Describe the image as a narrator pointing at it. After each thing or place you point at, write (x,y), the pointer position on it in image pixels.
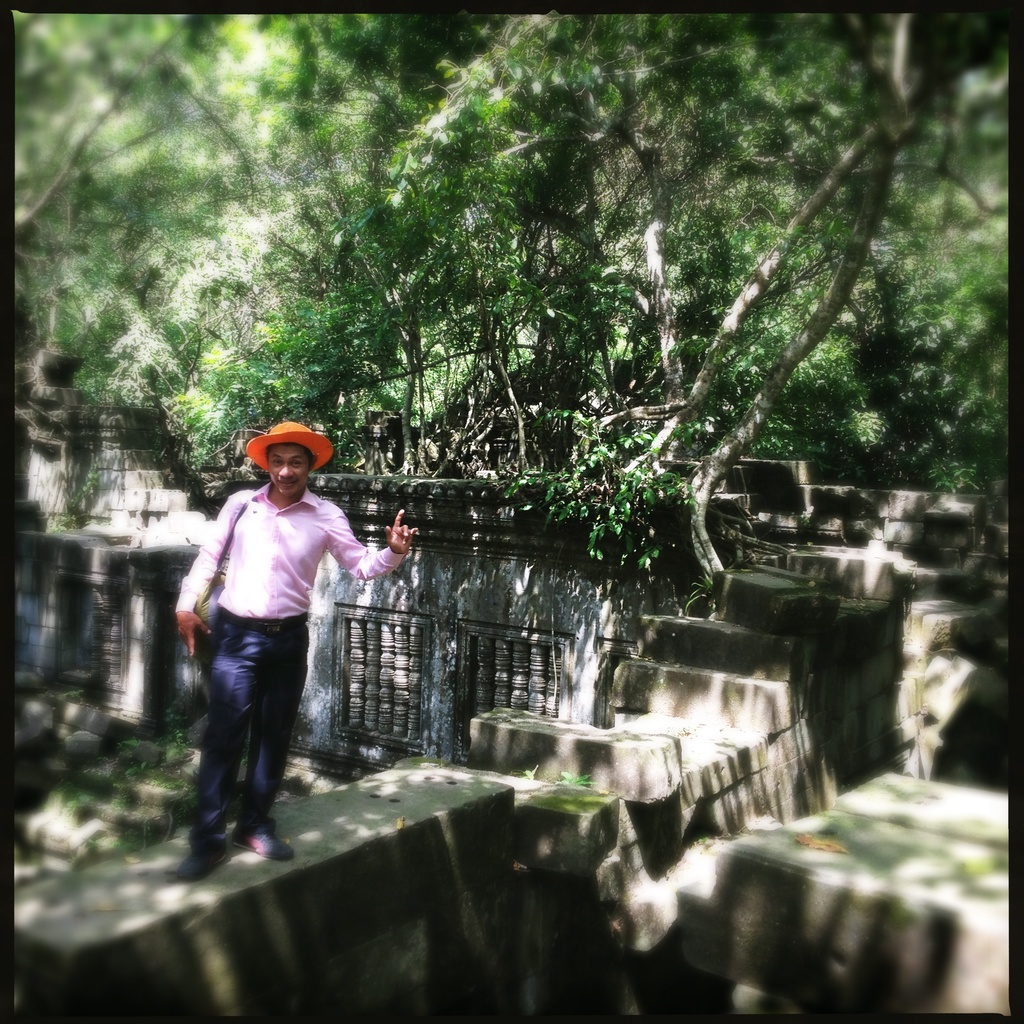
In this image we can see a man (197,843) standing. In the background (442,326) there are rocks (794,583) and trees (419,112).
